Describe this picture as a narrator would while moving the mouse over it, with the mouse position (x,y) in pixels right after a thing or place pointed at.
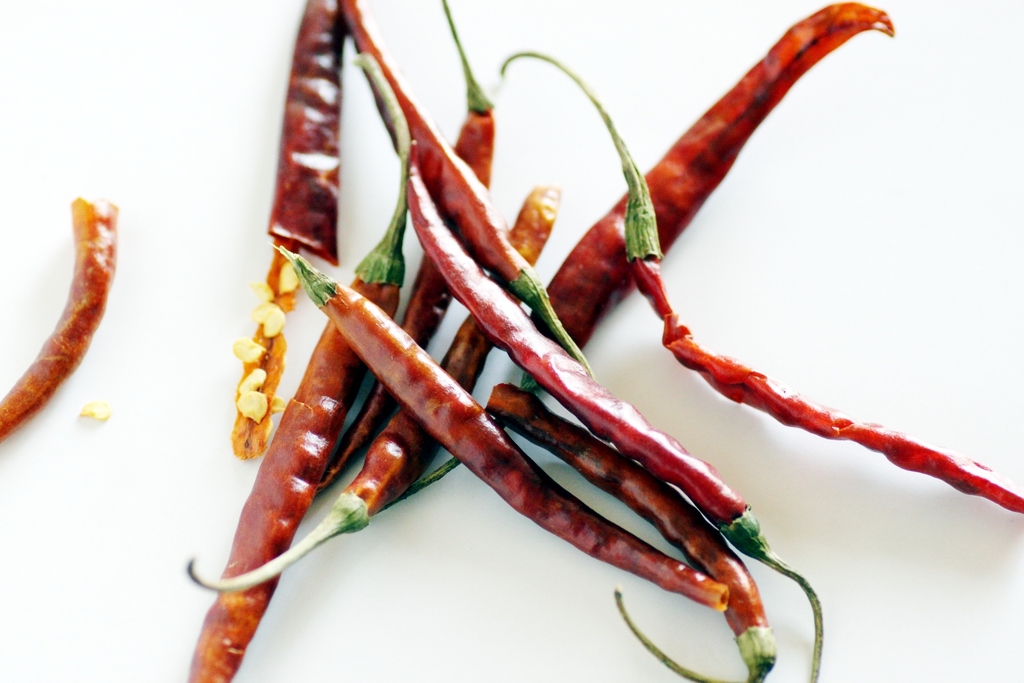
In this picture we can see few chilis (459,398).
